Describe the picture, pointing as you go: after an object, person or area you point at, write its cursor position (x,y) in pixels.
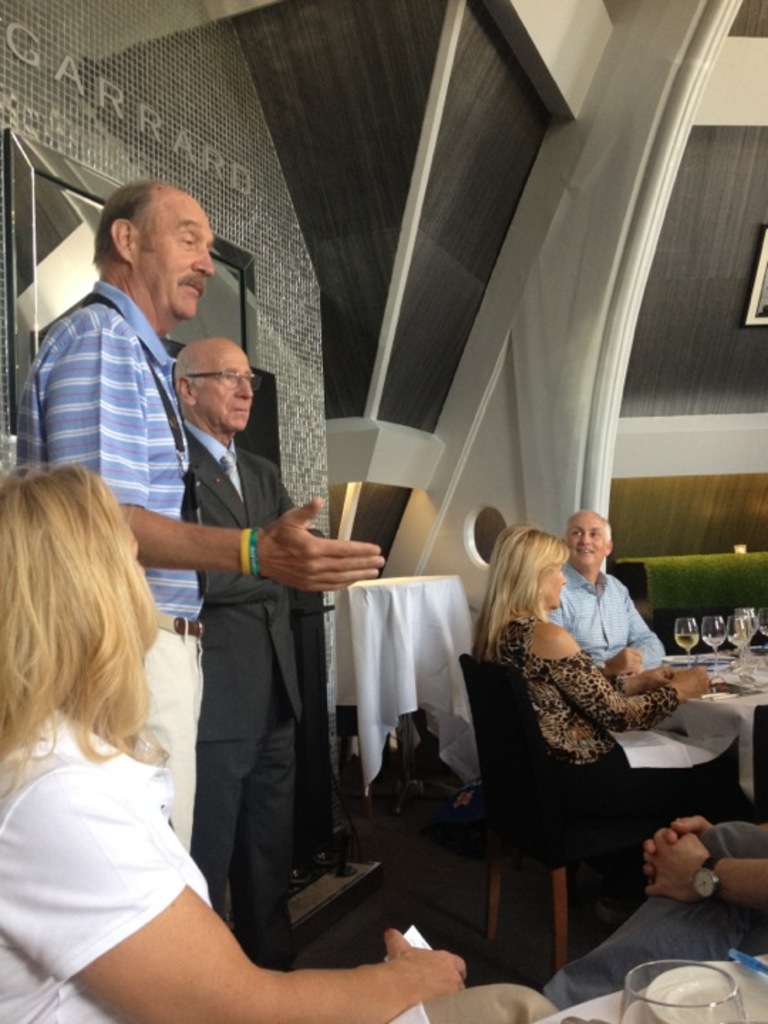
In this picture we can find two men (224,424) are standing and explaining something to the people (45,607) on the chairs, background (238,225) we can find a building (380,199), a table (345,655) with cloth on it.
